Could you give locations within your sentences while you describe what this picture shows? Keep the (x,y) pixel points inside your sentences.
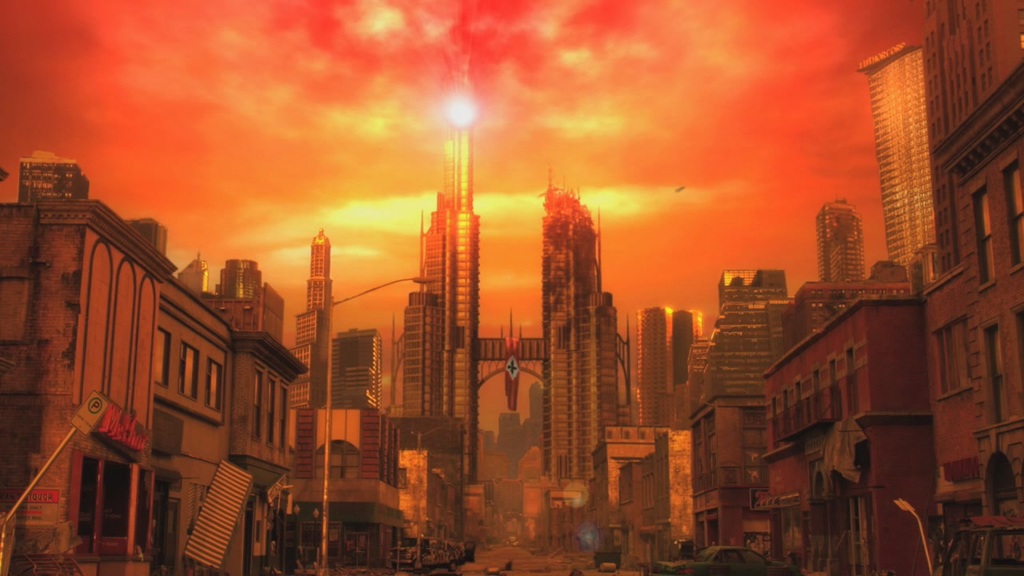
This picture is clicked outside the city. At the bottom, we see the road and a green car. On either side of the picture, we see the buildings (931,492) and street lights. On the left side (70,433), we see a pole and a board (100,405). Beside that, we see a board (139,424) with some text (129,445) written on it. There are buildings (410,391) in the background (579,342). At the top (613,162), we see the clouds (532,188) and the sky (736,187), which is in red and orange color.
